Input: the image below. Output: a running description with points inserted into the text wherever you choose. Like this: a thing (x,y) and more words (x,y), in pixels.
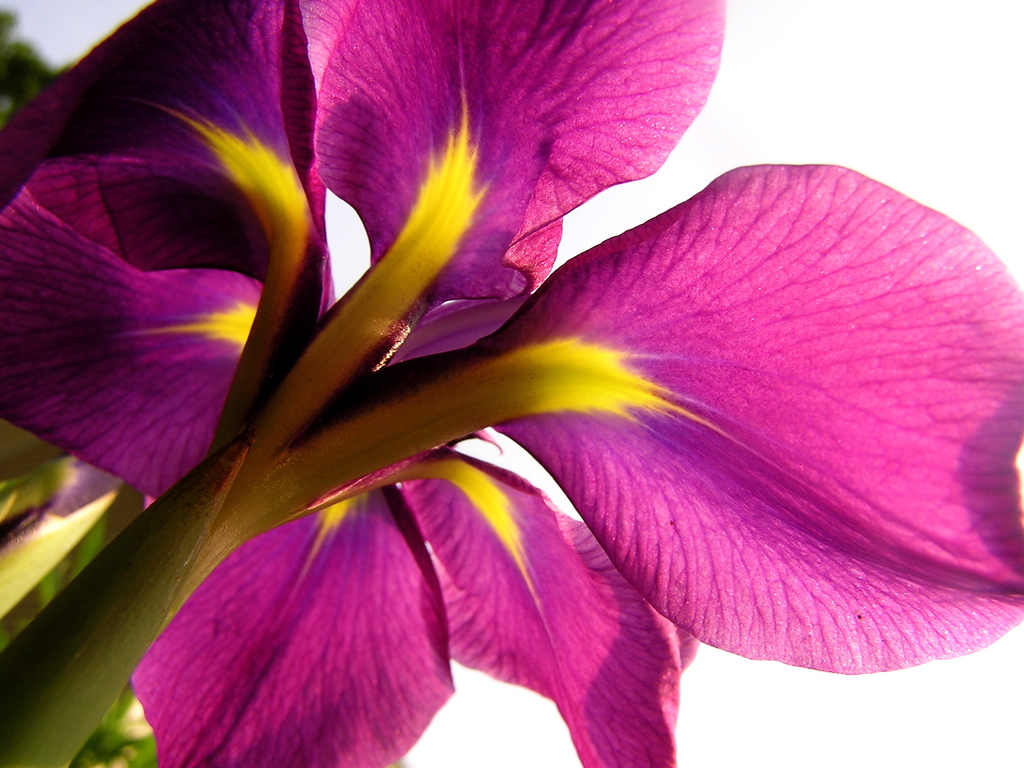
There is a pink flower (275,390).
